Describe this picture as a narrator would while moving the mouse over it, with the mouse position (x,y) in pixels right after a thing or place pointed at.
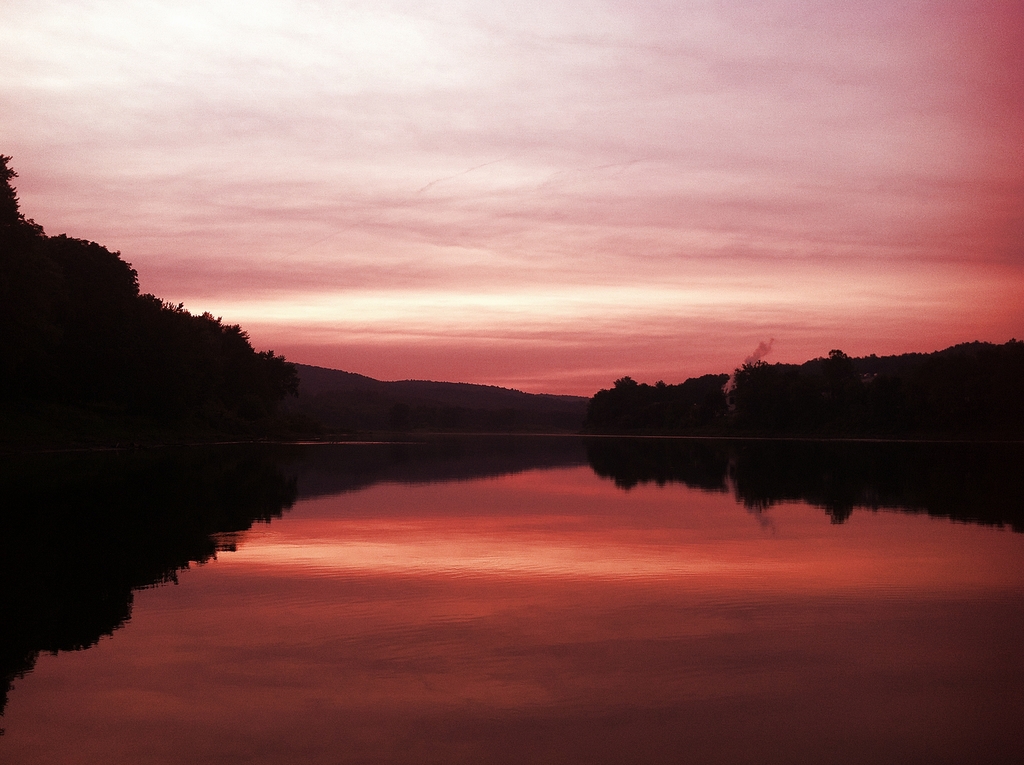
In this image in the center (452,498) there is water (520,520) and there are trees (233,391) and the sky (570,172) is cloudy.
